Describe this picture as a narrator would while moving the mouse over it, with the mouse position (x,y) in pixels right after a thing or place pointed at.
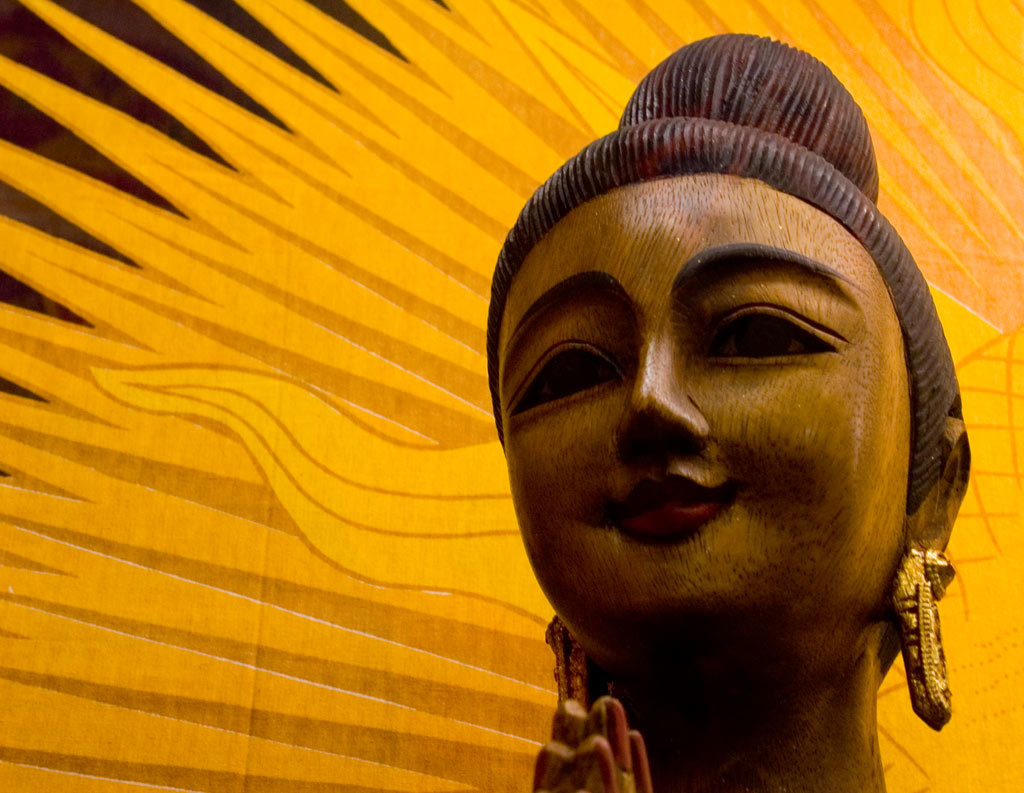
In this image, I can see the face (797,541) of a sculpture (808,629). The background (436,643) is yellow and brown in color.
